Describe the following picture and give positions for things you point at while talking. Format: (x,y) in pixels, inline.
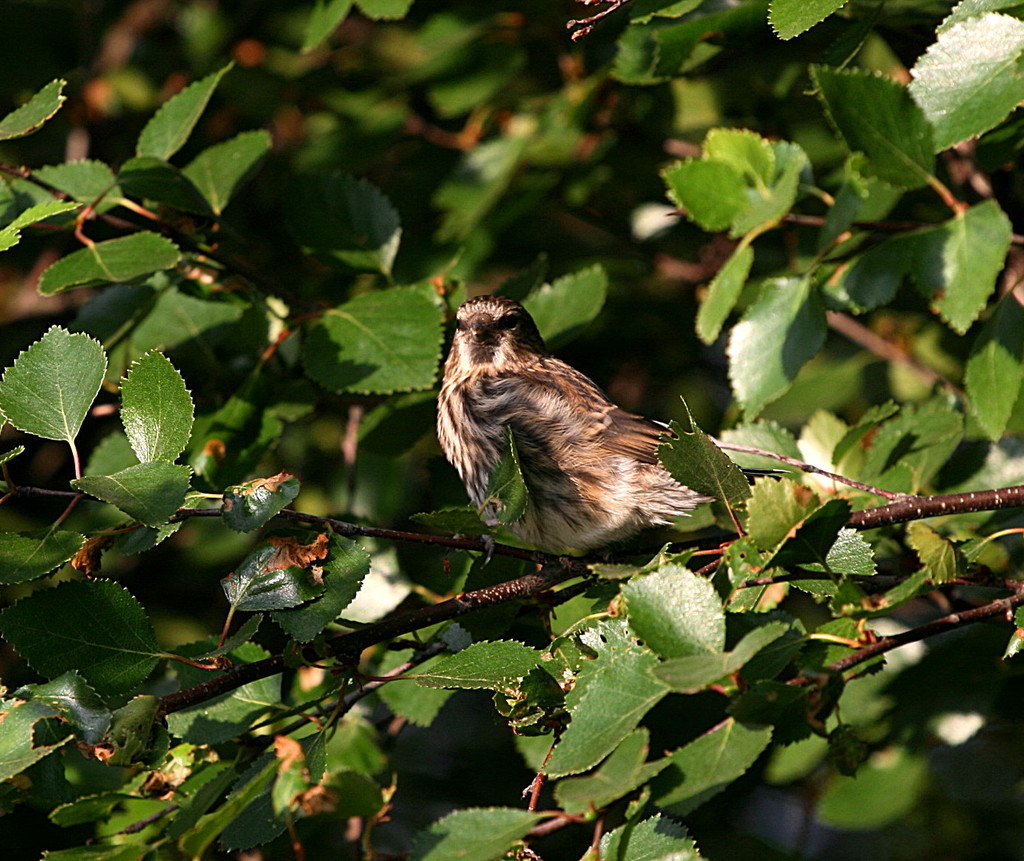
In this image, in the middle (519,338), we can see a bird (506,335) standing on the tree stem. In the background (421,341), we can see some trees (421,329) with green leaves (564,145).
